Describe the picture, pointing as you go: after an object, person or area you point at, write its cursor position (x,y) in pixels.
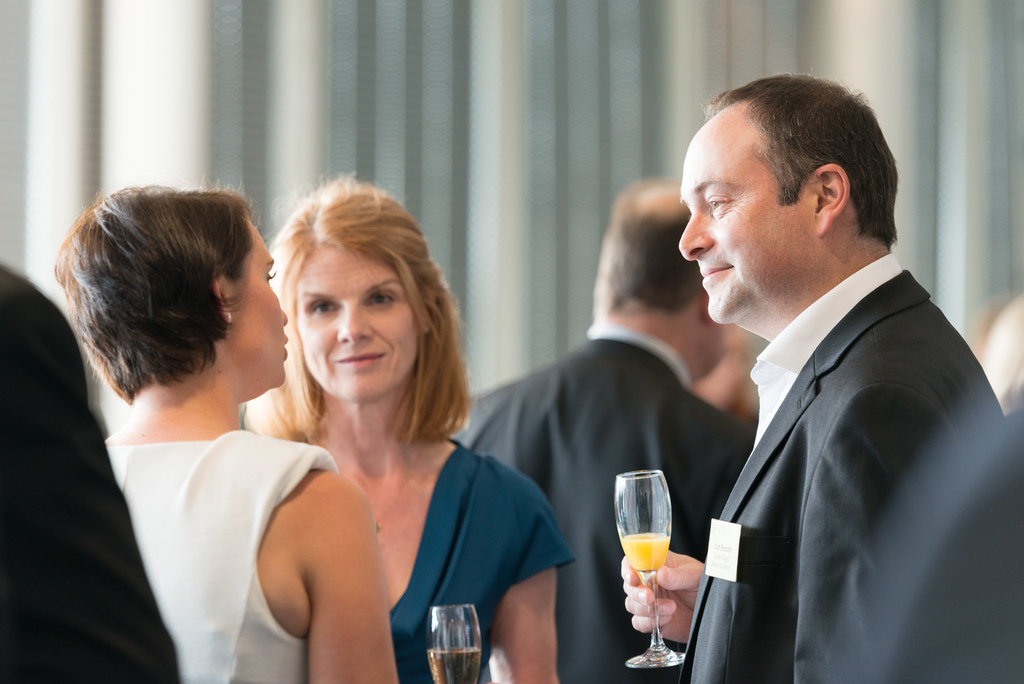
In the image there are few men (718,468) and women (378,459) talking, some holding wine glasses (456,661), in the back (530,188) there is a wall (477,131).
